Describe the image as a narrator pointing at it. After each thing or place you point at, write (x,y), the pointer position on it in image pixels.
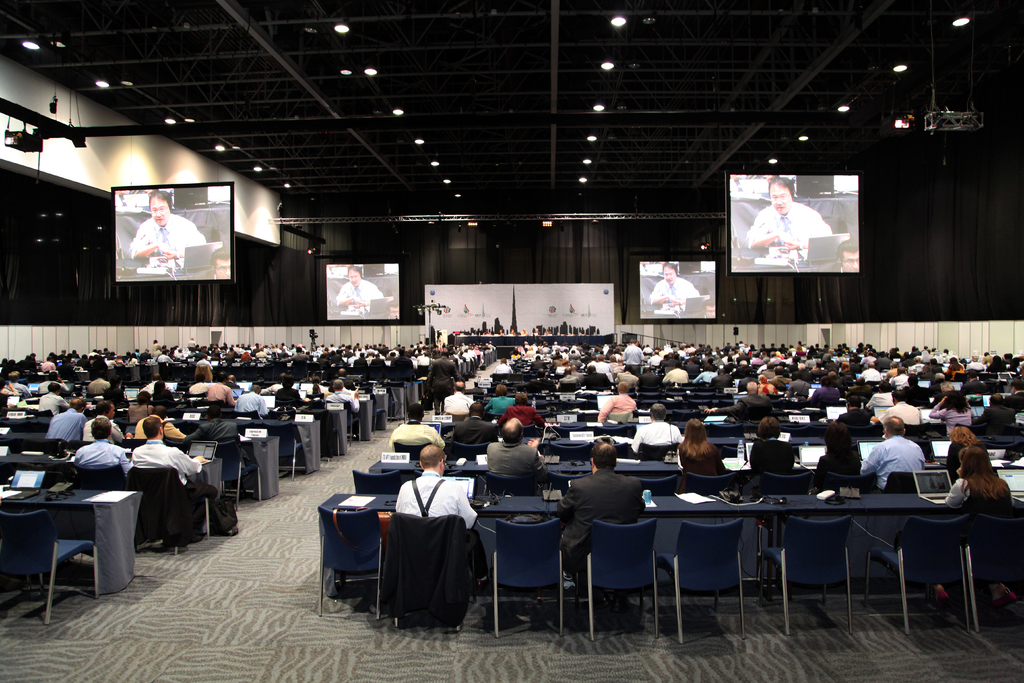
There are so many people (467,410) sitting in a chair (695,409) and there is a table (605,427) in front of them and there are four projected images (225,265) in front of them.
